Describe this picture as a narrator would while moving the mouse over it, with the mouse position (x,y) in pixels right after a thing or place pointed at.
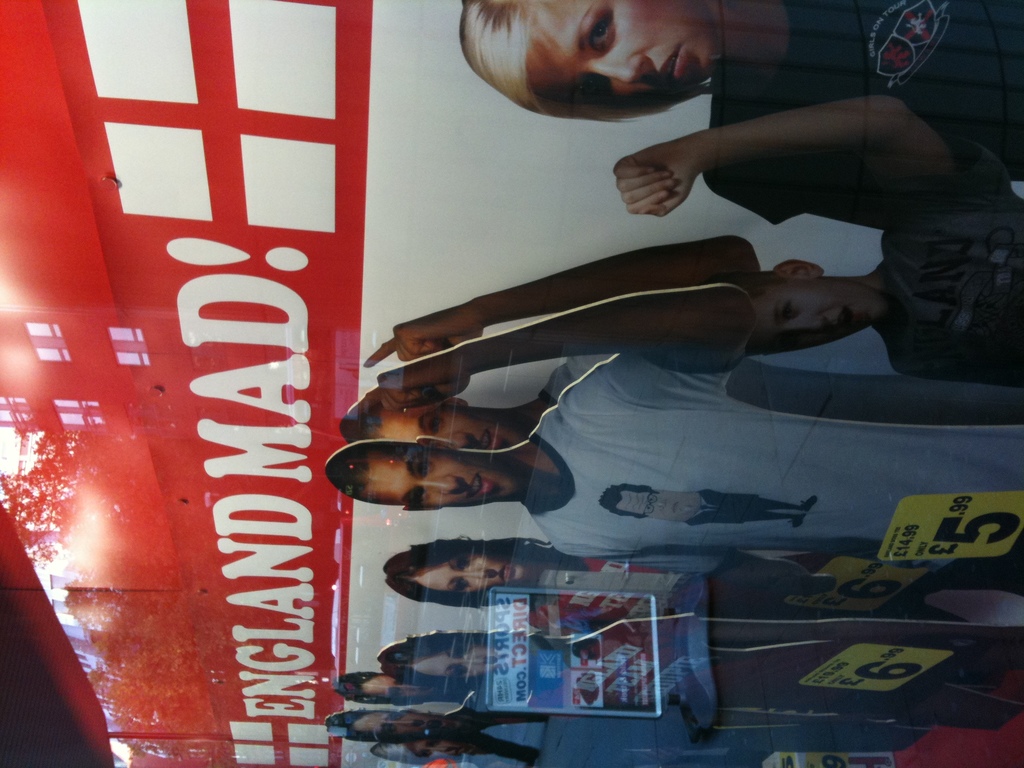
In this image, we can see girls (701,46) and boys (463,364) on the banner (392,510).
